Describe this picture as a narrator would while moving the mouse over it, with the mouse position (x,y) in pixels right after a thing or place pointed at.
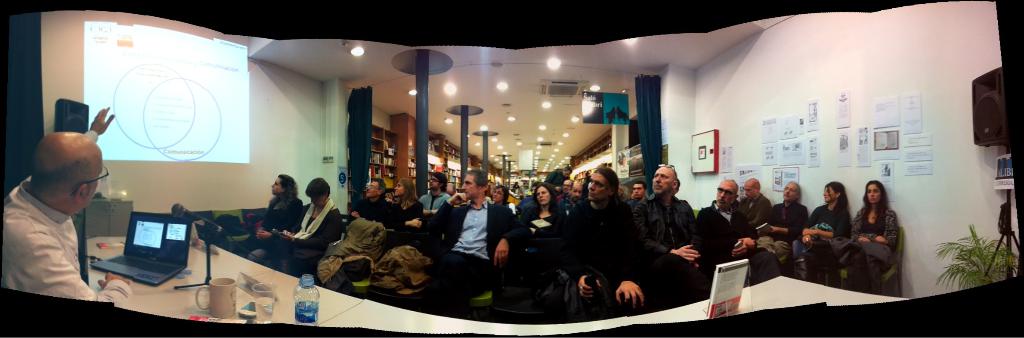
This is an edited image with the borders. On the left (325,297) we can see the tables (480,321) on the top of which water bottle (306,306), glass (271,298), cup (223,297), laptop (164,232), microphone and some other items (735,305) are placed and we can see the jackets (364,251) are placed on the top of the chairs (391,240). In the background (787,131) we can see the wall (771,99), posters (804,131) attached to the wall (746,134) and we can see the group of persons (448,230) sitting on the chairs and at the top (466,89) there is a roof (505,125) and we can see the ceiling lights (561,145), pillars (420,129), curtains (357,171), projector screen (175,70), speaker (983,132), house plant (961,253) and many other objects (389,178).
